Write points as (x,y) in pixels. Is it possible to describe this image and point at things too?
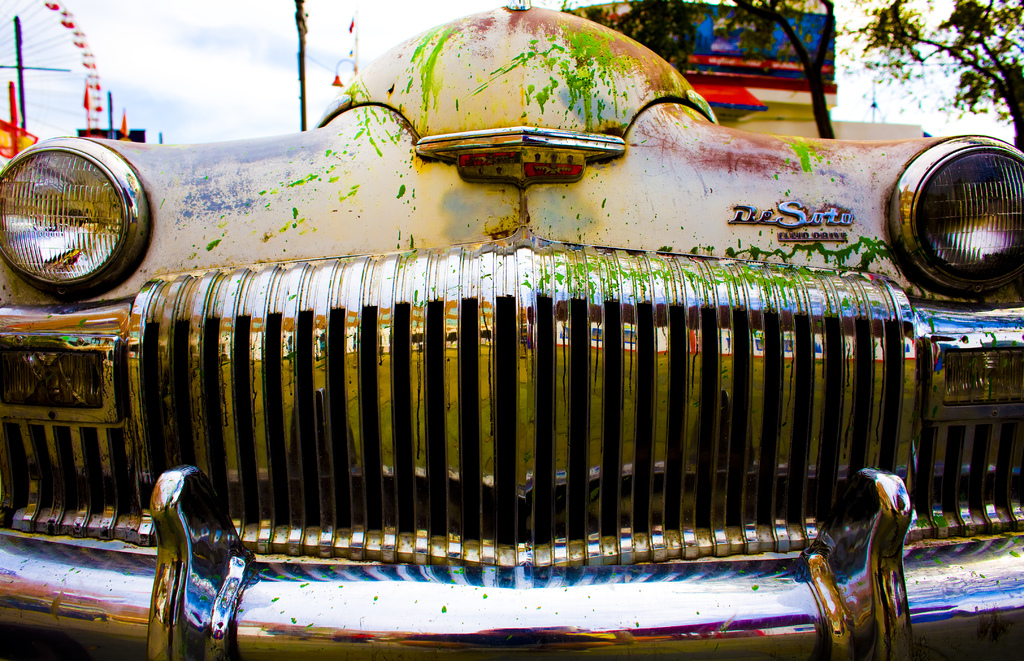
This is the zoom in picture of a car (693,322). Background of the image (792,70) we can see trees (800,47), building (739,58) and pole (303,106).
